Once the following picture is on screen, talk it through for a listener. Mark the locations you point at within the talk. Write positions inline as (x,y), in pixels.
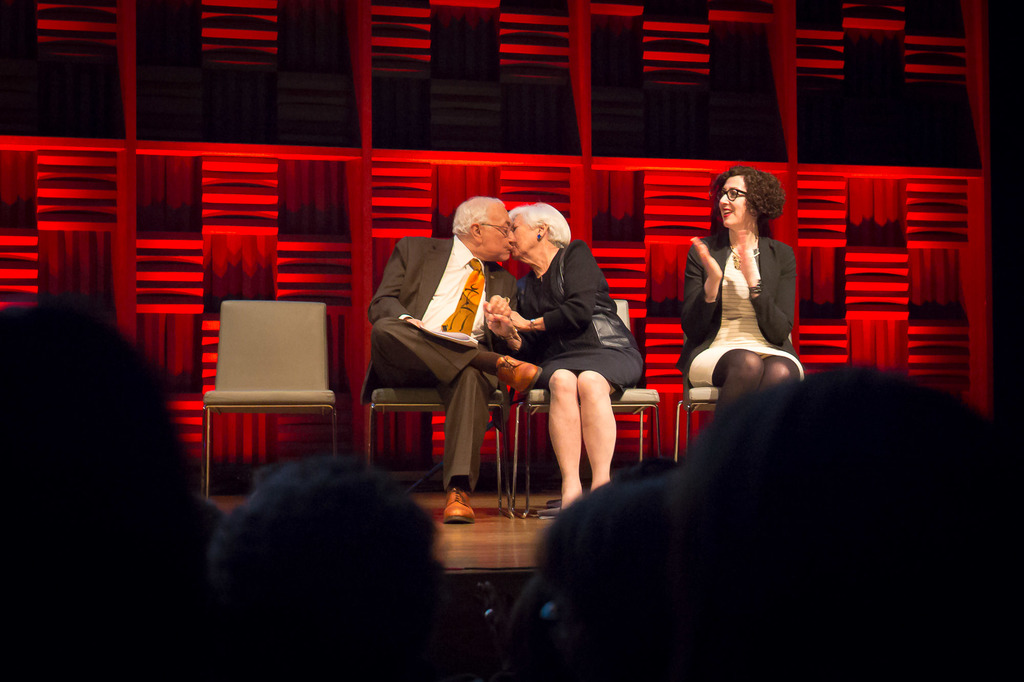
In this image we can see one stage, four chairs (259,391), three persons (747,386) are sitting on stage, one man (469,305) and one woman (532,324) are kissing each other. Some people (680,597) are there in front of the stage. Backside of the stage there is one big red color wall (887,133).
